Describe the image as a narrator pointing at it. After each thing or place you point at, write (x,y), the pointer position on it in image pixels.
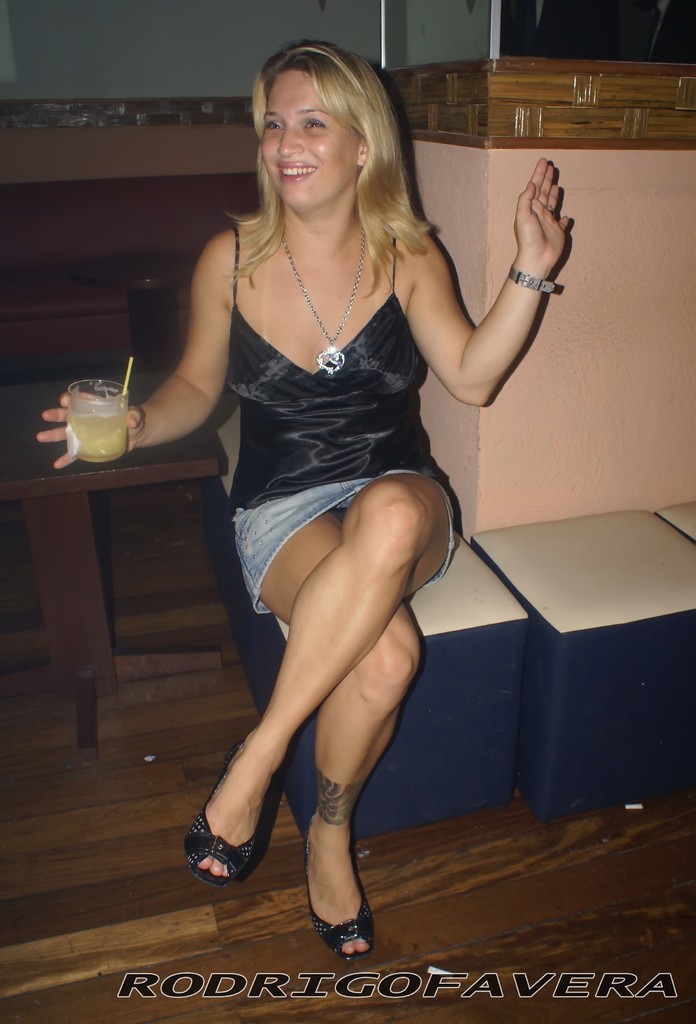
In the image there is a woman (386,587) sitting on a stool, she is wearing black dress (248,349) and she is holding something in her right hand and behind the woman (298,253) there is a wall (219,124).
